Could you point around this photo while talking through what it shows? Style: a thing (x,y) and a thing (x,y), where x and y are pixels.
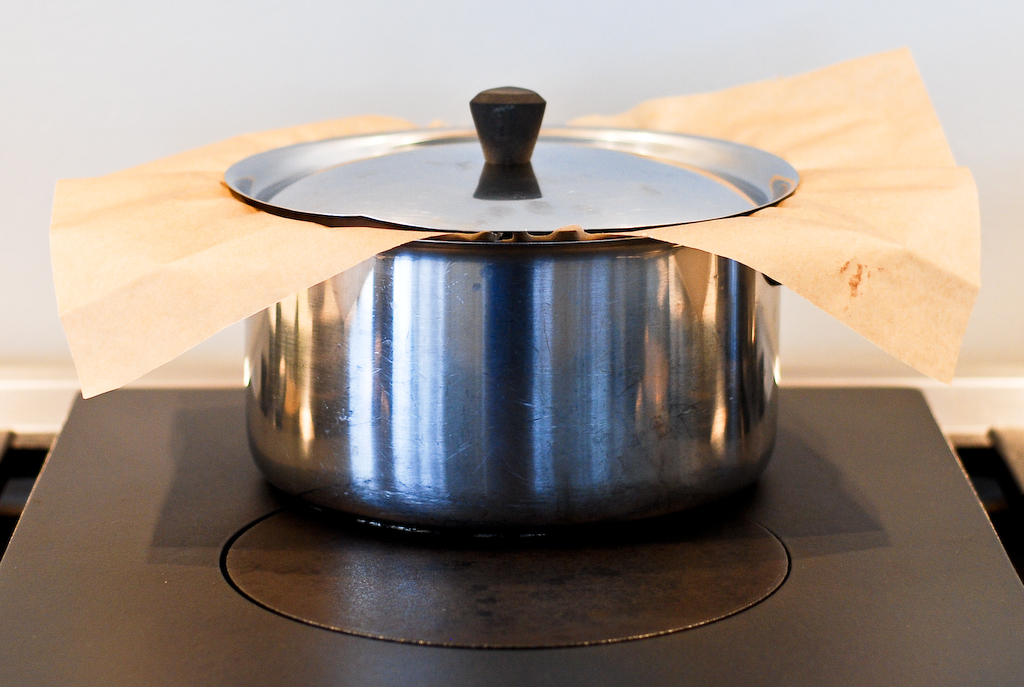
In the center of the image (590,314) there is a vessel (672,317) with paper (843,196) on the stove (686,550). In the background of the image (610,93) there is wall (479,54).
